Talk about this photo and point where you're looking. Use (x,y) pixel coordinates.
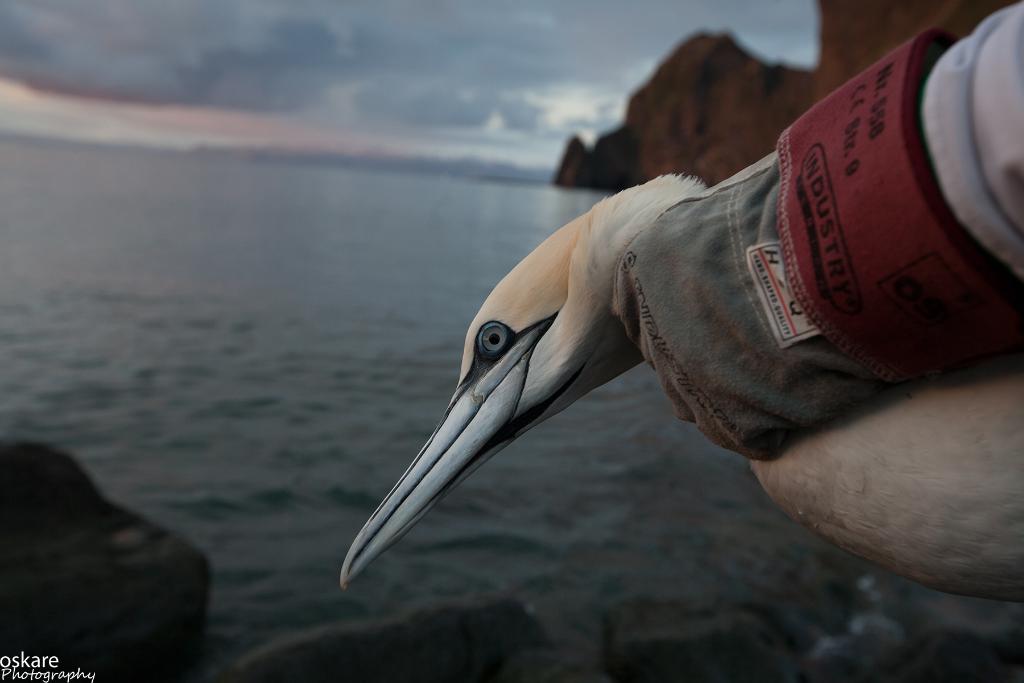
At the right corner of the image (977,205) there is a person hand (880,260) with glove (672,310), is holding the bird neck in the hand (616,283). And the bird (606,292) is having long beak (433,476). Behind the hand (792,250) there are hills (715,78). And at the bottom of the image (228,517) there is water (212,286). And at the top of the image (176,109) there is sky (233,65) with clouds (477,59).
